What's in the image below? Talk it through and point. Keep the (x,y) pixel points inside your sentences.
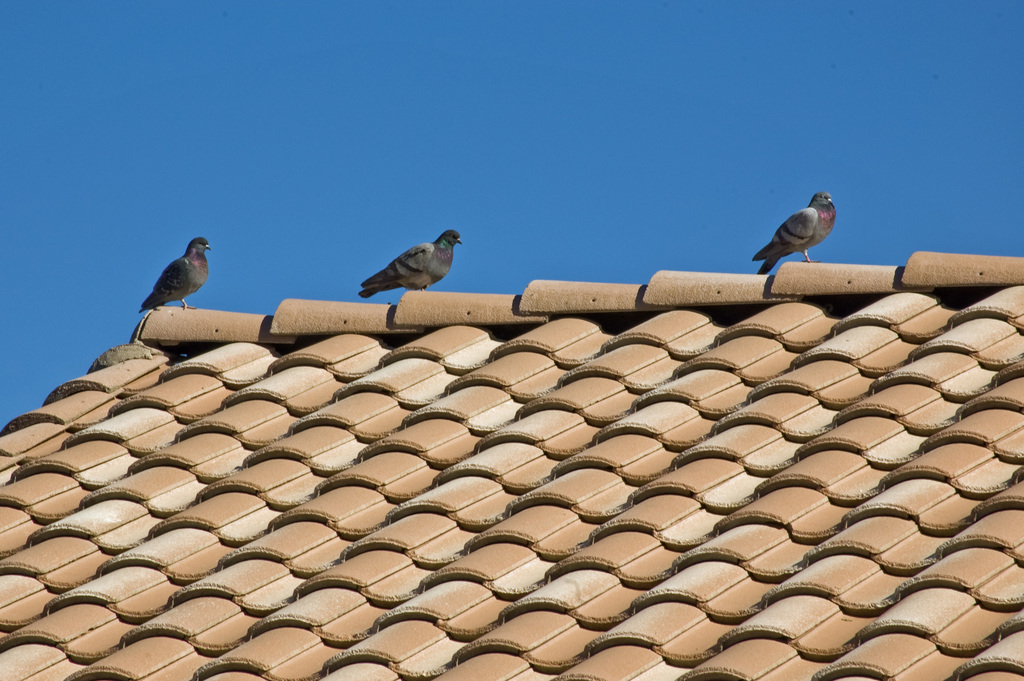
In this image, I can see a roof (508,416). There are three pigeons (187,276) standing on the roof (732,288). This is the sky (422,70).
